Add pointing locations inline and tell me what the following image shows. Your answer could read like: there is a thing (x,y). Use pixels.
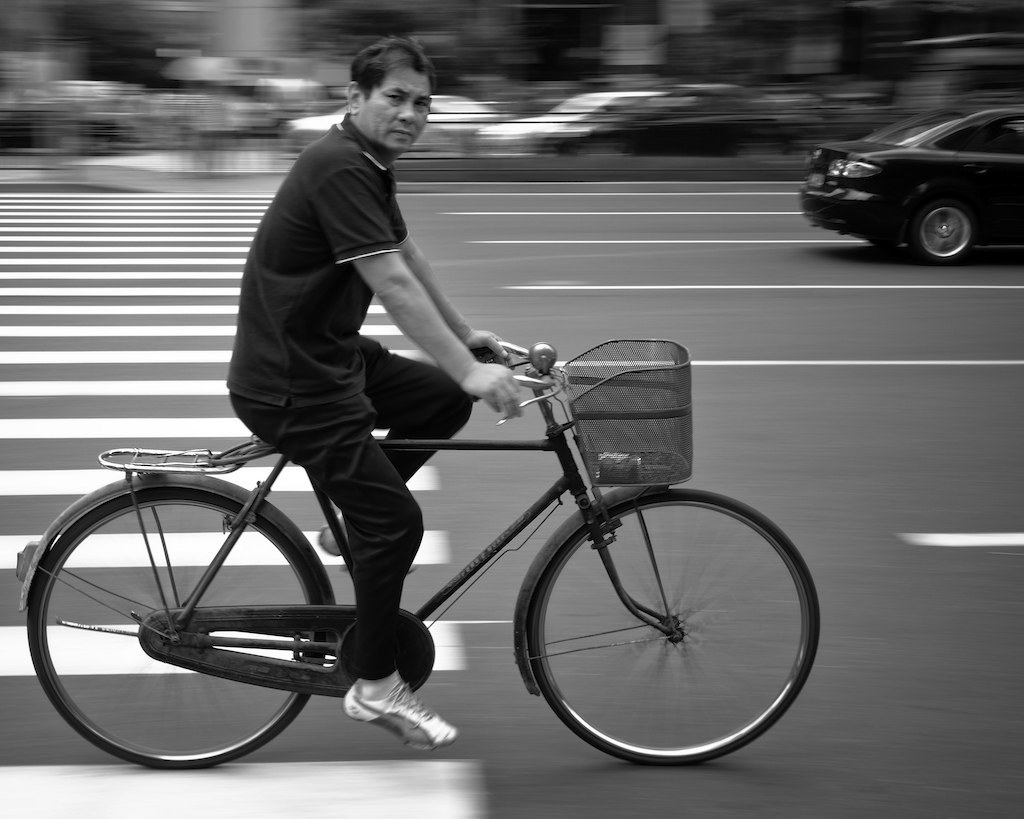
In the image we can see there is a man (420,97) who is sitting on bicycle (256,666) and the image is in black and white colour.
